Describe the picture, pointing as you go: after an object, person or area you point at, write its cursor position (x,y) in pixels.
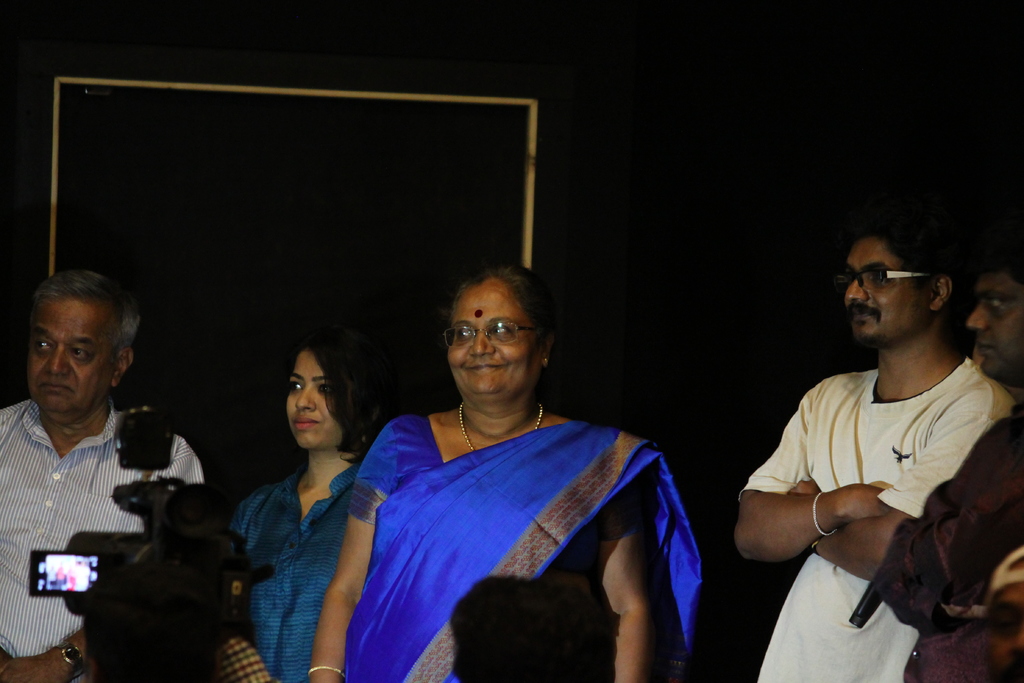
In this image, we can see persons (842,461) on the dark background. There is a video camera (189,558) in the bottom left of the image (154,551).
